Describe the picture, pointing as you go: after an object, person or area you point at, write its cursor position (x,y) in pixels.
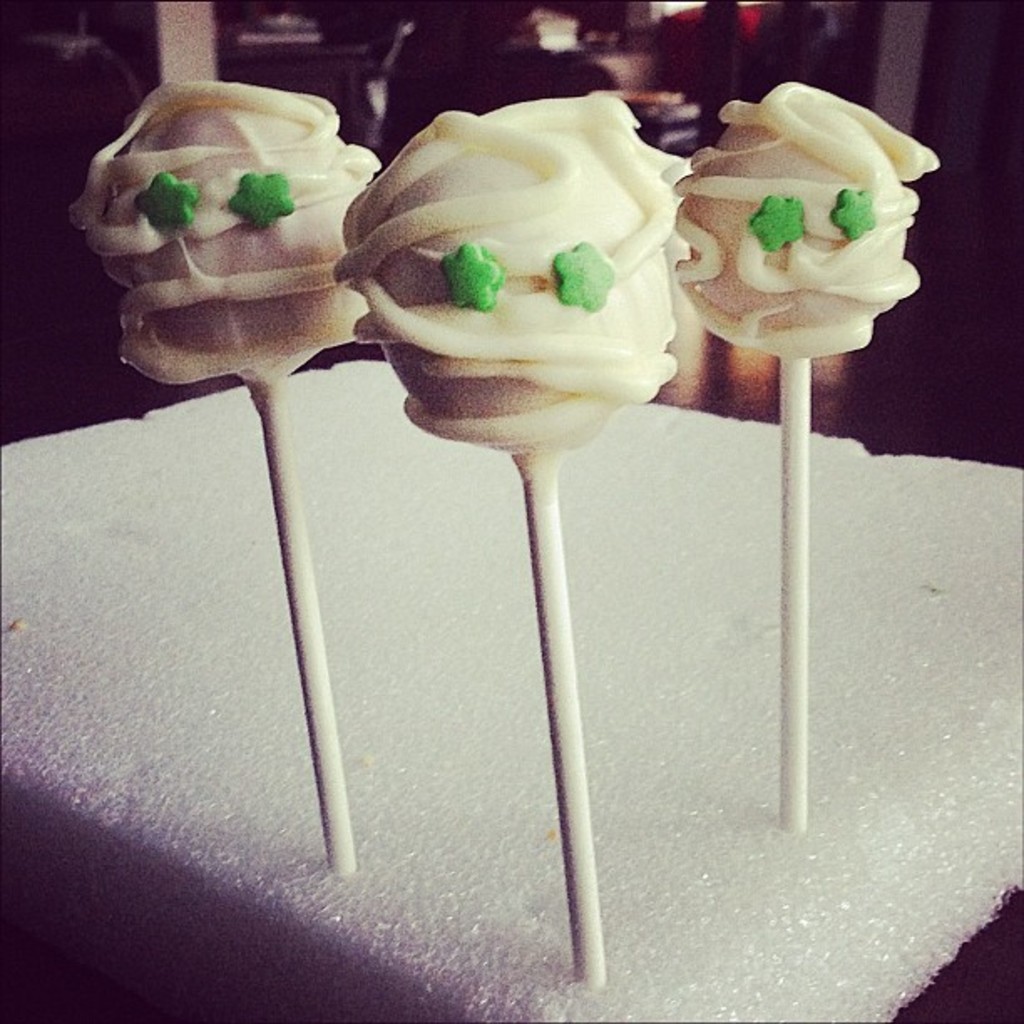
In this image at front (202,334) there are three sugar candies (478,326) on the white surface (562,871).
